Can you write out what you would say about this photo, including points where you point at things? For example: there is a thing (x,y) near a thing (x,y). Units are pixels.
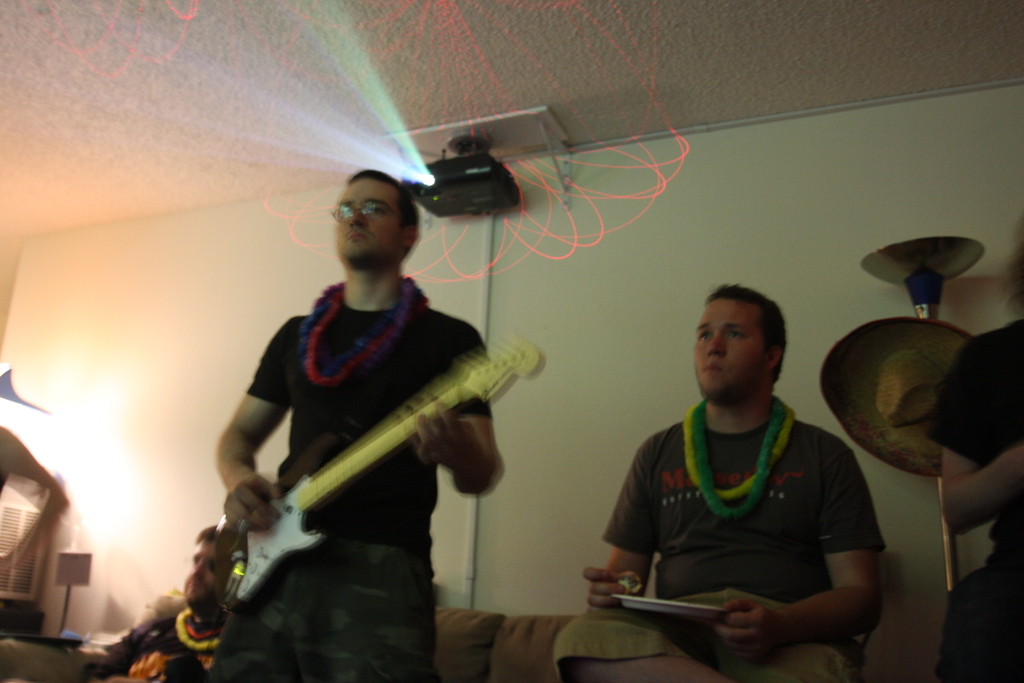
On the background of the picture (623,200) we can see a wall (696,188) in light green in colour. This is a projector device (459,193). In front of the picture we can see persons (758,519) sitting and standing and playing some musical instruments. This is a plate (665,611). This Is some food (638,592) in man's hand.
